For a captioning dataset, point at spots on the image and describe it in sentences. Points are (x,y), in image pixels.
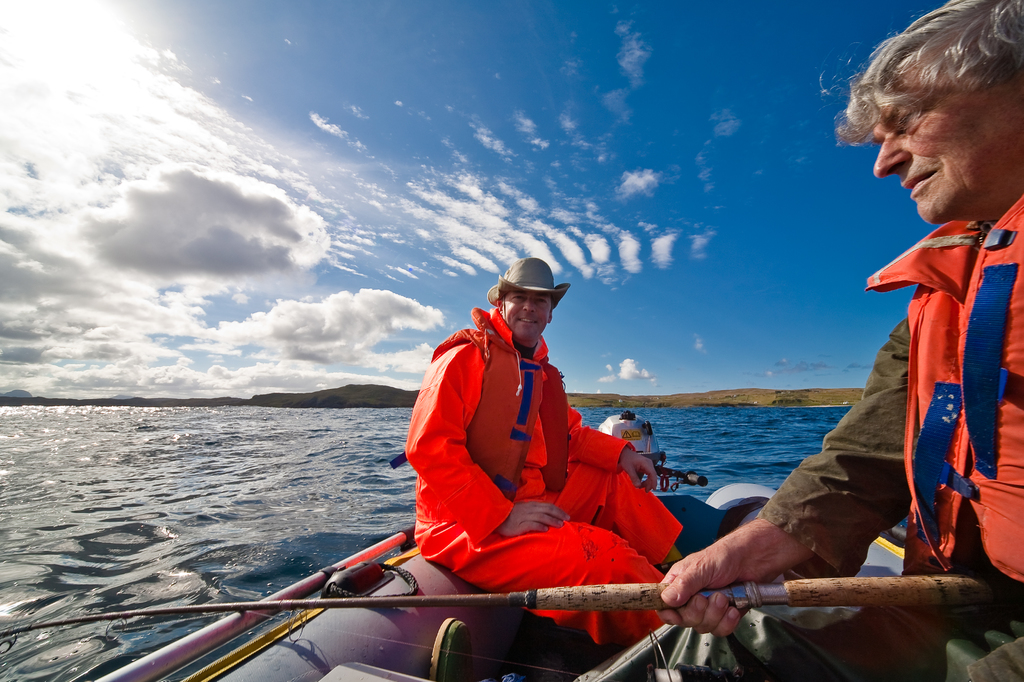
In this image we can see two people (499,406) sailing in a boat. In that one person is holding a fishing rod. On the backside (633,365) we can see a large water body (15,664), the hills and the sky (644,382) which looks cloudy.
